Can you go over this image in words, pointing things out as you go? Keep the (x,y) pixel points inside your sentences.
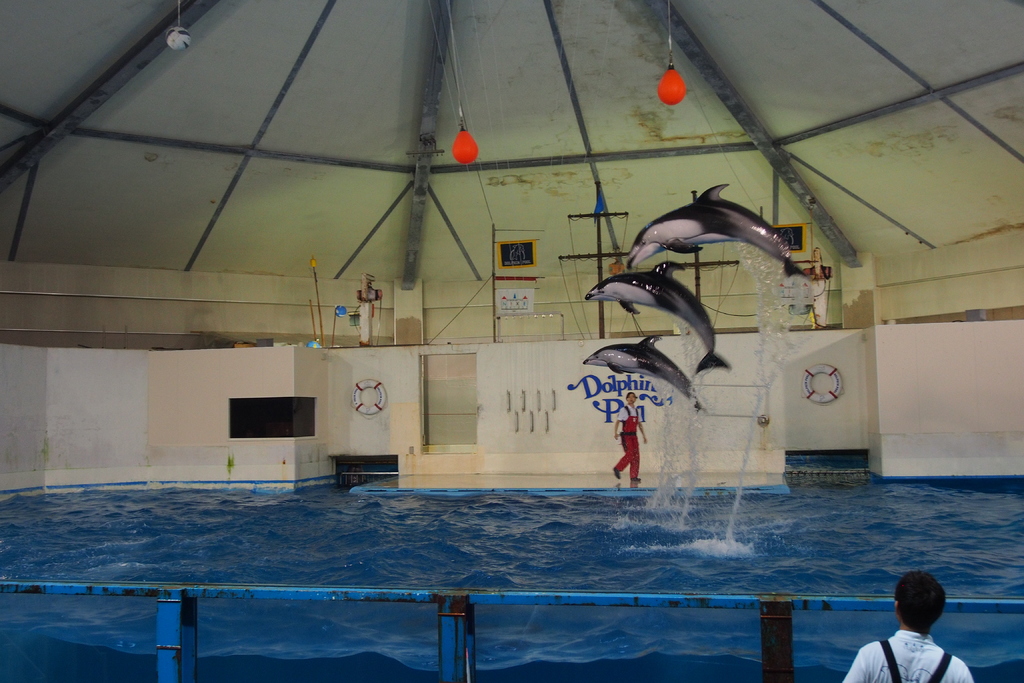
In this image we can see the dolphin show (677,367), swimming tubes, shed (762,186), swimming pool (518,520), iron poles (193,604) and persons (635,454).
